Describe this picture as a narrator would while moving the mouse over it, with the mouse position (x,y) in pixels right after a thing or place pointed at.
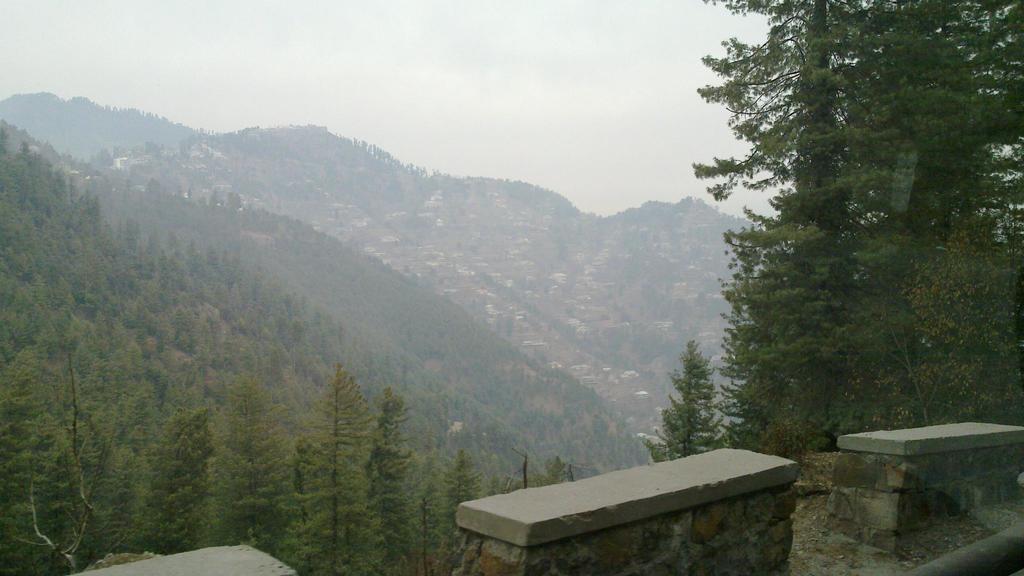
In this picture we can see there are trees (303,336), hills (383,230) and the sky (415,54). At the bottom of the image (604,493), those are looking like benches (886,493).
